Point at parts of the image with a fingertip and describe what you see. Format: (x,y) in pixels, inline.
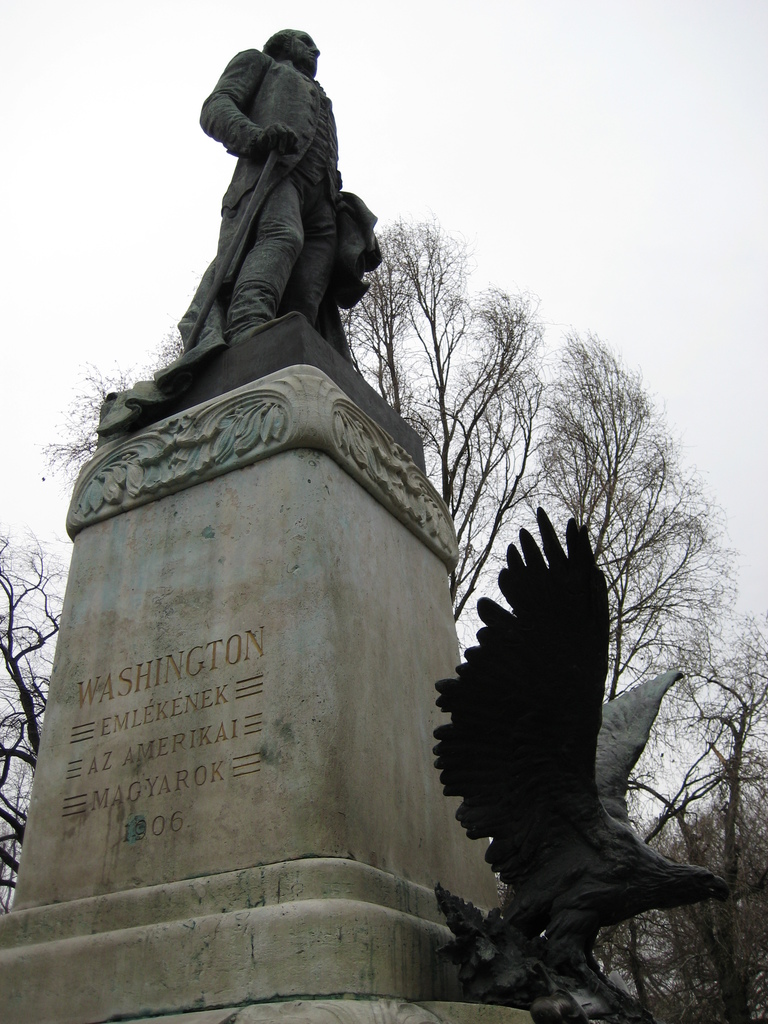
In the image there is a statue (263,59) of a man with text (224,657) below it and a bird statue (558,897) in front of it, in the back (718,818) there is tree (589,441) and above its sky (644,143).
